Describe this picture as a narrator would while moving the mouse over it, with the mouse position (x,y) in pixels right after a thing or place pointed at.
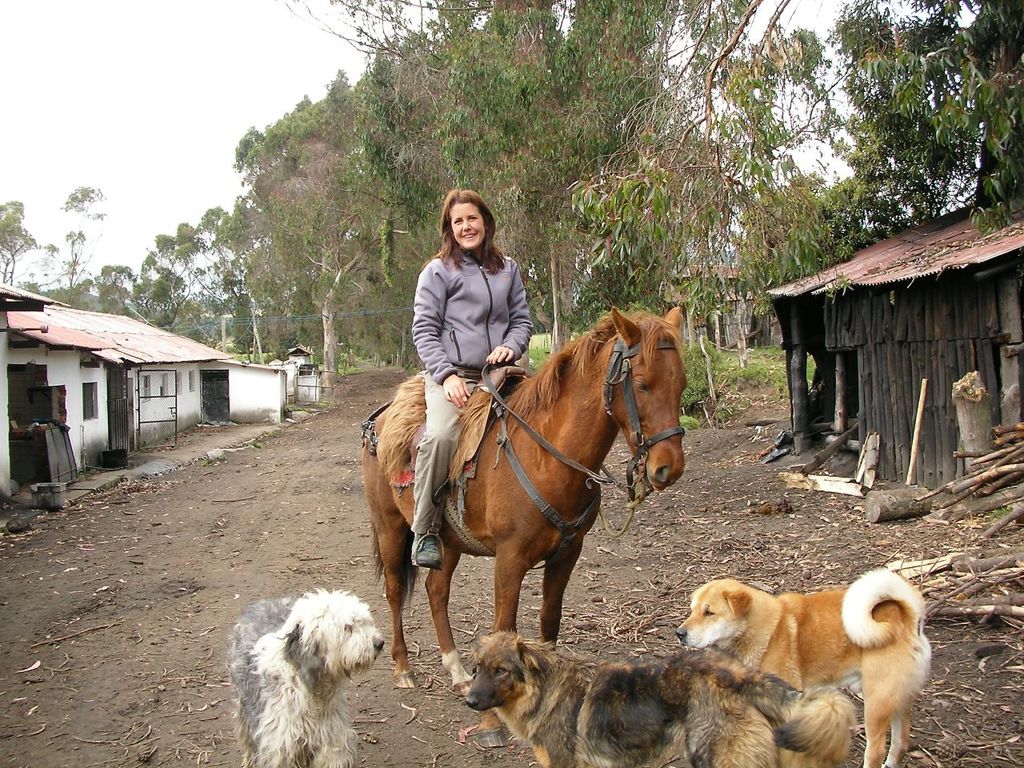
In this picture we can see a woman (487,351) wearing a grey jacket (487,351) is sitting on the brown horse (531,461). In the front (582,688) bottom side there are three dog (384,643) in the ground (192,657). On the left side (130,408) there is a white house (105,380) with roofing shed (140,340). In the background (360,190) we can see some trees (416,195).
